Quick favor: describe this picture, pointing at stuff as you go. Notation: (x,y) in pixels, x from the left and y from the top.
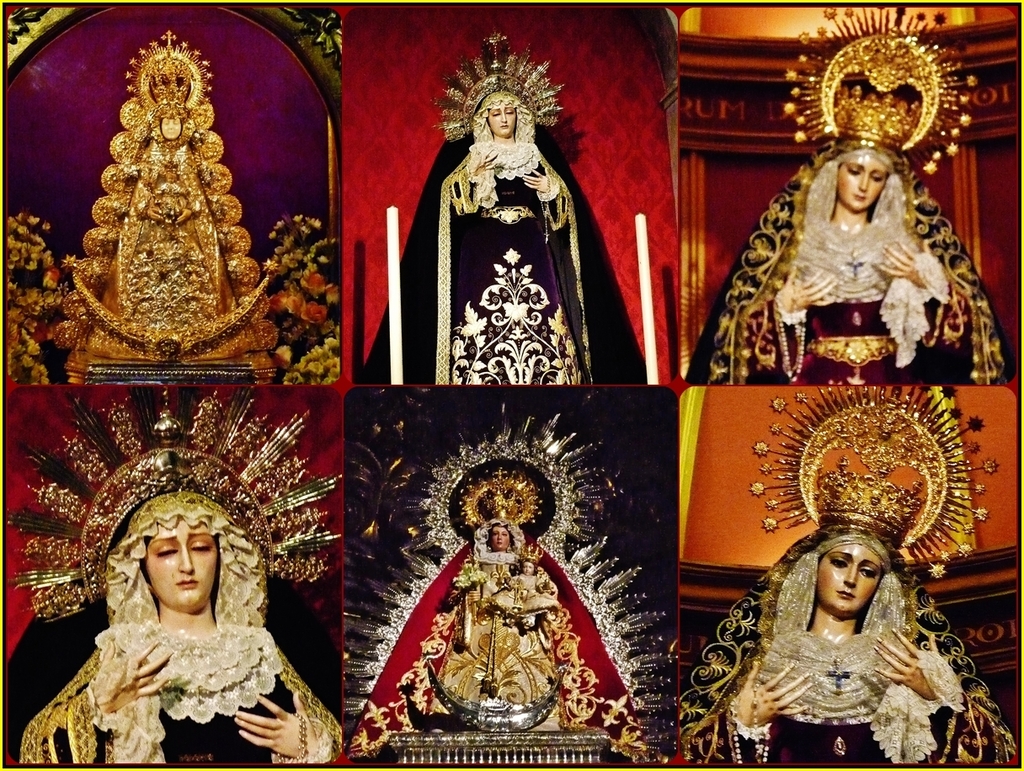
This is a collage. There are six images. In this image there are statues (433,275) of ladies (409,371).
